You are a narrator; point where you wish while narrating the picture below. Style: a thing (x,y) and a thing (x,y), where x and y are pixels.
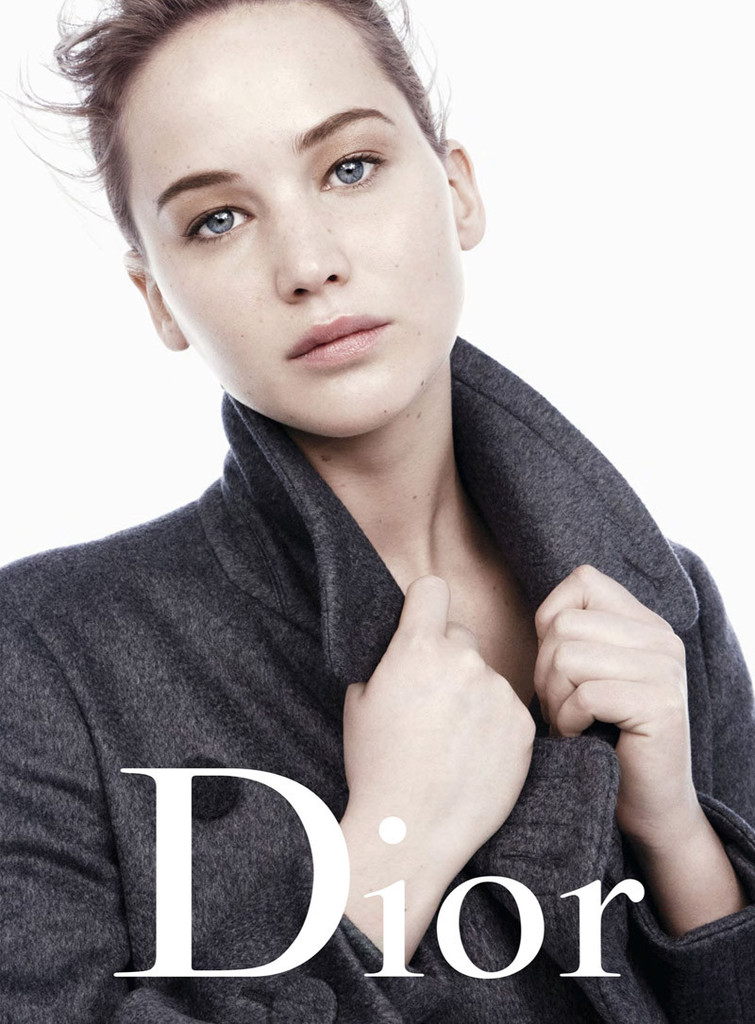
The picture is a magazine cover photo. In this picture there is a woman (439,716) holding a jacket (249,864). At the bottom (387,947) there is text (393,893). The background (584,360) is white.
